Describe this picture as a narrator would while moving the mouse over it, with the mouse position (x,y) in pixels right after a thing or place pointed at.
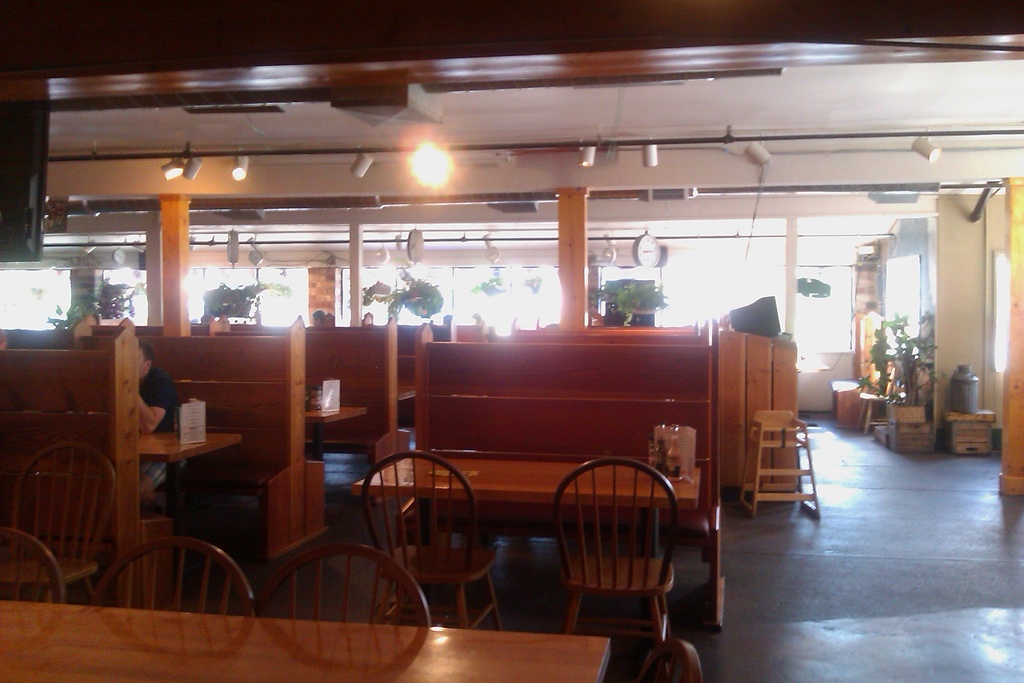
In this picture there are tables (545,477) and chairs (579,528) in the center of the image (493,421) and there are lamps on the roof (479,225) at the top side of the image (417,176), there are plant pots (640,283) in the image and there is a person (139,376) who is sitting on the left side of the image (162,386).
